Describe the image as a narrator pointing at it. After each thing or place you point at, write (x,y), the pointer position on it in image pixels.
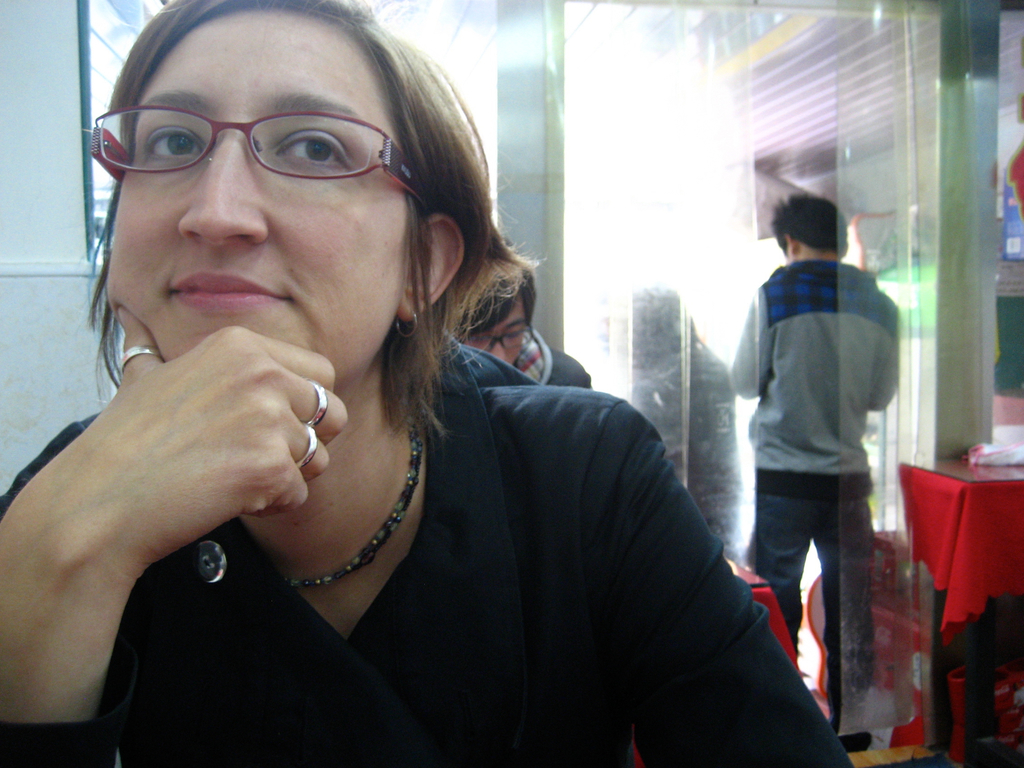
In this image, we can see a woman (170,449) sitting, she is wearing specs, in the background (520,363), we can see a person (514,353) sitting and there is a man (821,445) standing, we can see a table (952,509) covered with a red cloth (939,531).
